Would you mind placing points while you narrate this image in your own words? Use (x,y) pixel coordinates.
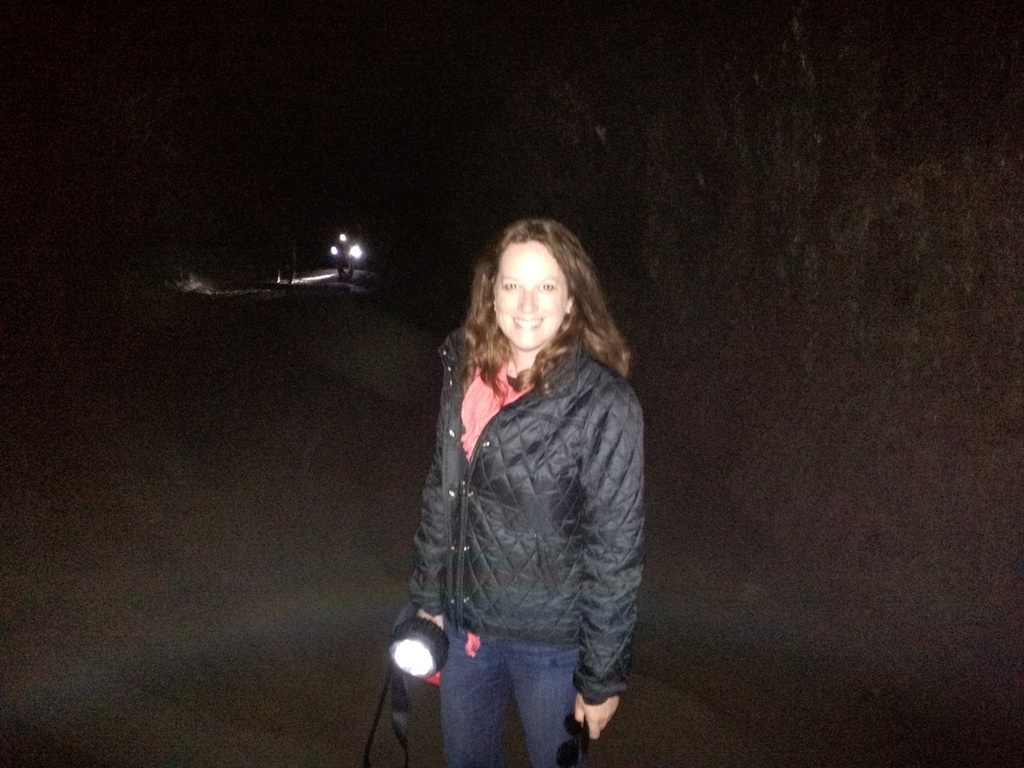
In this image I can see the person (603,691) standing and holding the torch (407,698) and the person (579,490) is wearing black color jacket (589,467). In the background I can see few lights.
